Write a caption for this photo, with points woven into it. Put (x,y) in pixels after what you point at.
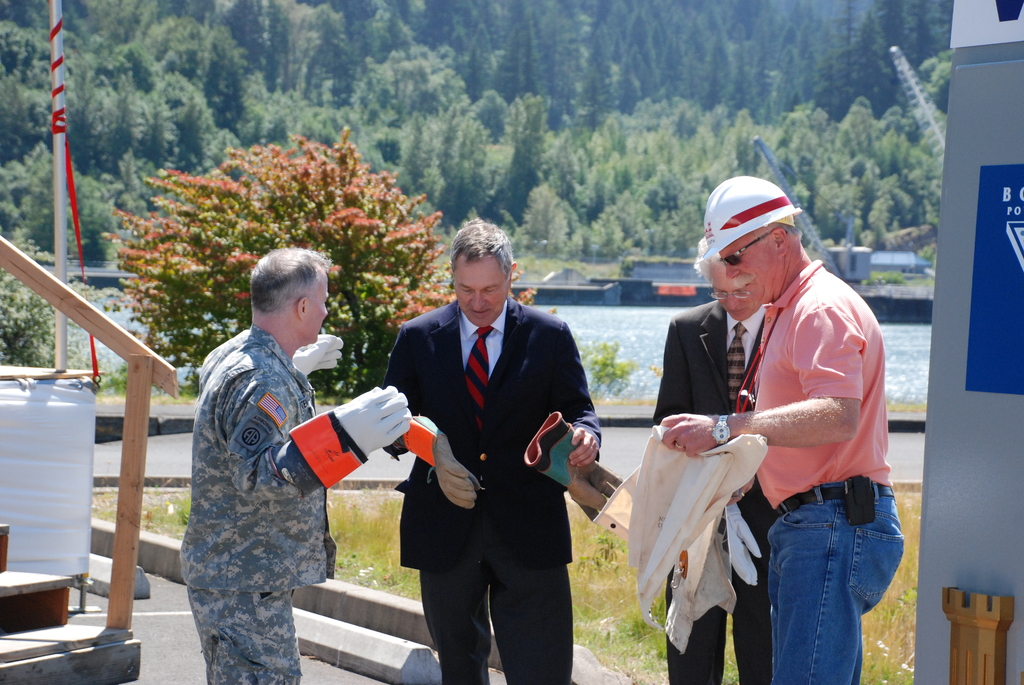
Here in this picture we can see a group of men (505,385) standing over a place and the person (313,493) on the left (260,427) is wearing a military dress (242,479) and gloves (367,430) on his hands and beside him we can see two person (693,388) wearing suits (516,389) on them and they are also carrying gloves (407,443) and the person (749,432) on the right side (756,403) is wearing goggles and helmet (770,190) on him and holding something in his hands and behind them on the ground (628,566) we can see grass (378,499) present and we can also see water (596,331) flowing over a place and we can also see plants (212,298) and trees (693,160) covered all over there and on the left side (60,19) we can see a pole (65,167) present and we can also see steps (41,574) with side railing (66,301) present.
